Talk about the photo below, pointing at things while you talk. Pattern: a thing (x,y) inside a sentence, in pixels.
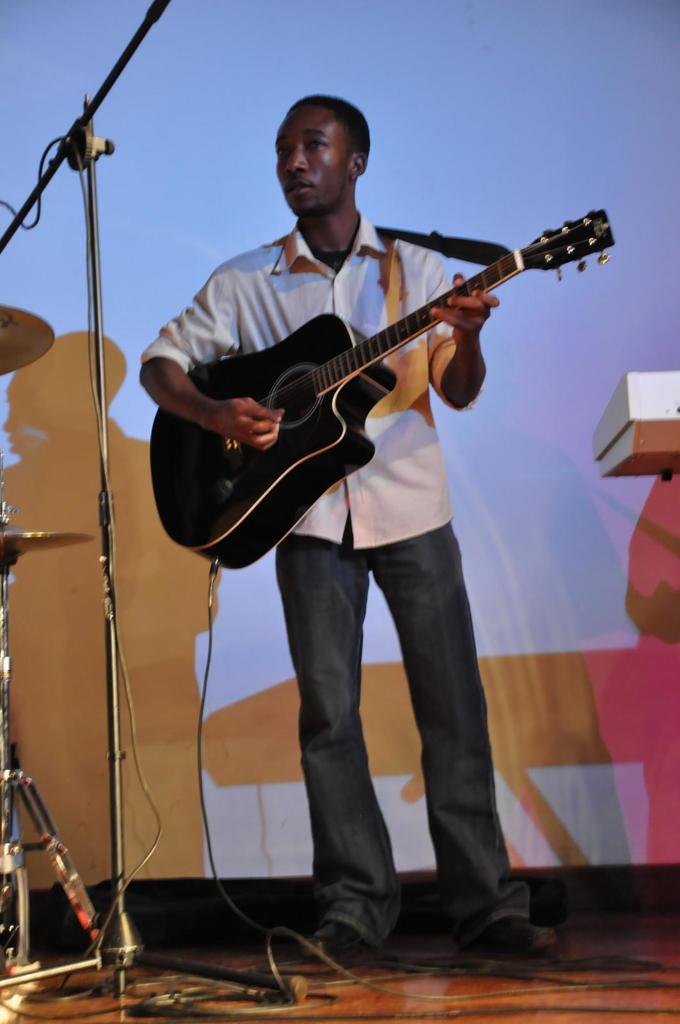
This image is clicked in a musical concert. There is a banner (663,569) back side and there is a mic stand (93,122) on the left (216,968). There is a person (306,164) standing in the middle (413,435). he is holding guitar (558,251) which is in black colour, he is wearing white colour shirt (410,493) and black colour pant (409,632). On the right side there might be a keyboard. On the left side (3,525) there are drums (4,697). In the bottom (329,954) there are wires (138,1007).
